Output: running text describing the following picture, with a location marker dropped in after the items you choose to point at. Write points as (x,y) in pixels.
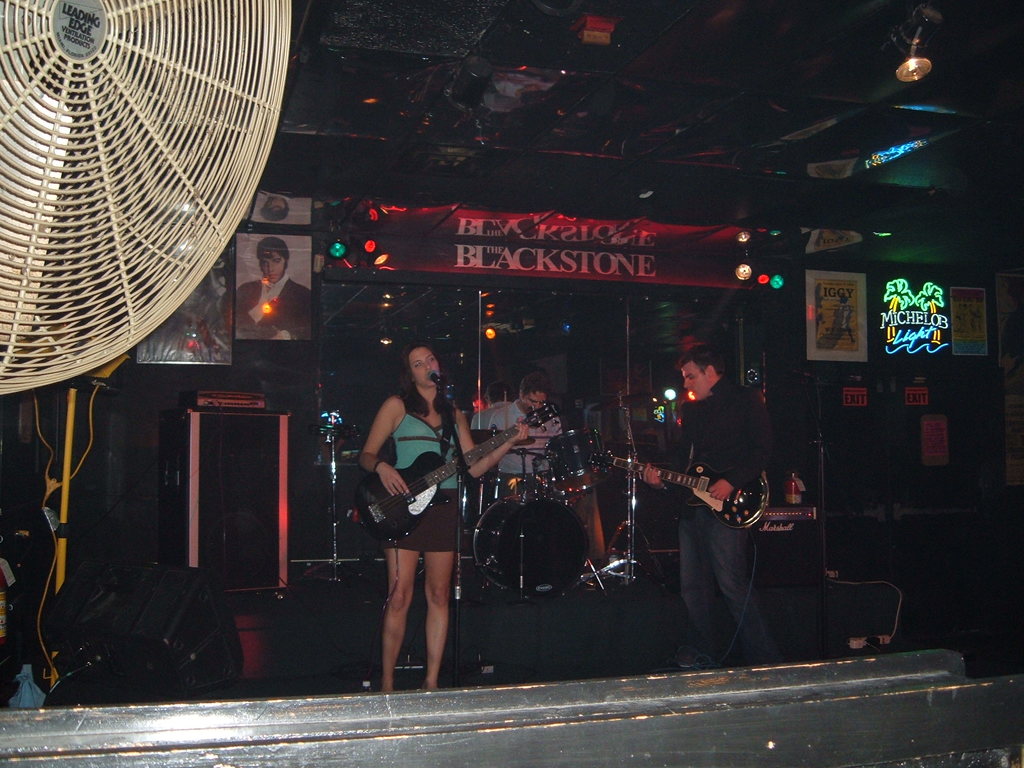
This woman (421,391) and this man (686,546) are playing a guitar (430,496). On wall (292,290) there are different type of posters (830,312) and photos (257,290). This man (509,417) is sitting and playing musical instruments (504,500). On top (916,72) there is a light (918,59).
